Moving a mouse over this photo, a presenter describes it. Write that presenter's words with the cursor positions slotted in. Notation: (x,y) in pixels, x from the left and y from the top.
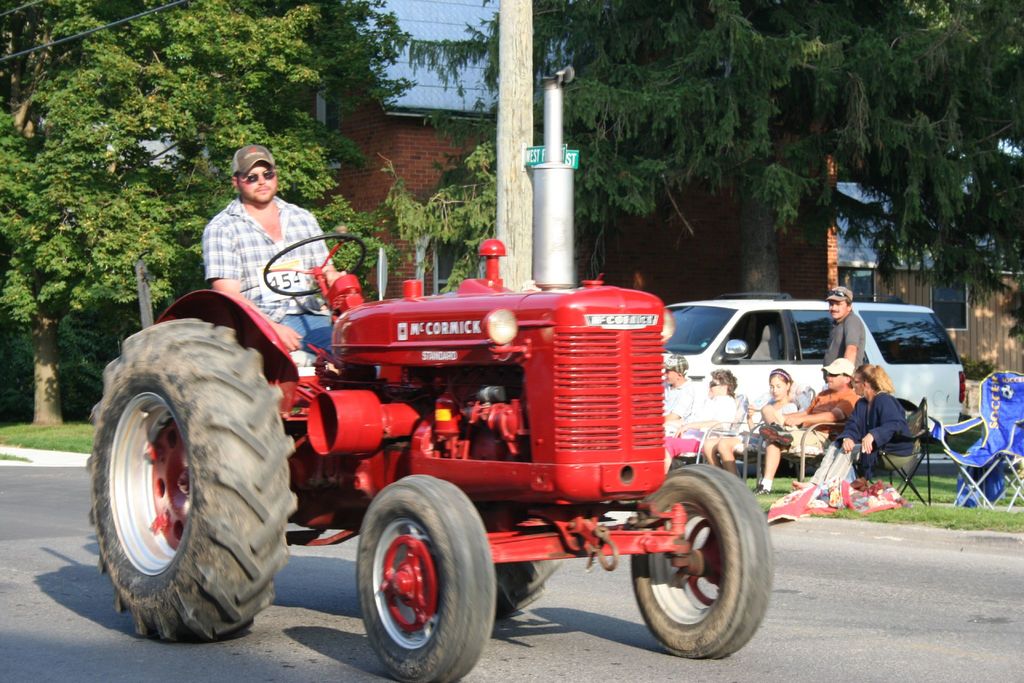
In this image in front (813,624) there is a road (860,607). There is a person (282,268) sitting on the tractor (369,412). On the right side of the image (876,407) there are people (861,412) sitting on the chairs (741,399). Behind them there is a car (770,350). At the bottom of the image (954,509) there is grass (969,511) on the surface (955,505). In the background of the image (891,215) there are trees (847,238) and buildings (419,30).
